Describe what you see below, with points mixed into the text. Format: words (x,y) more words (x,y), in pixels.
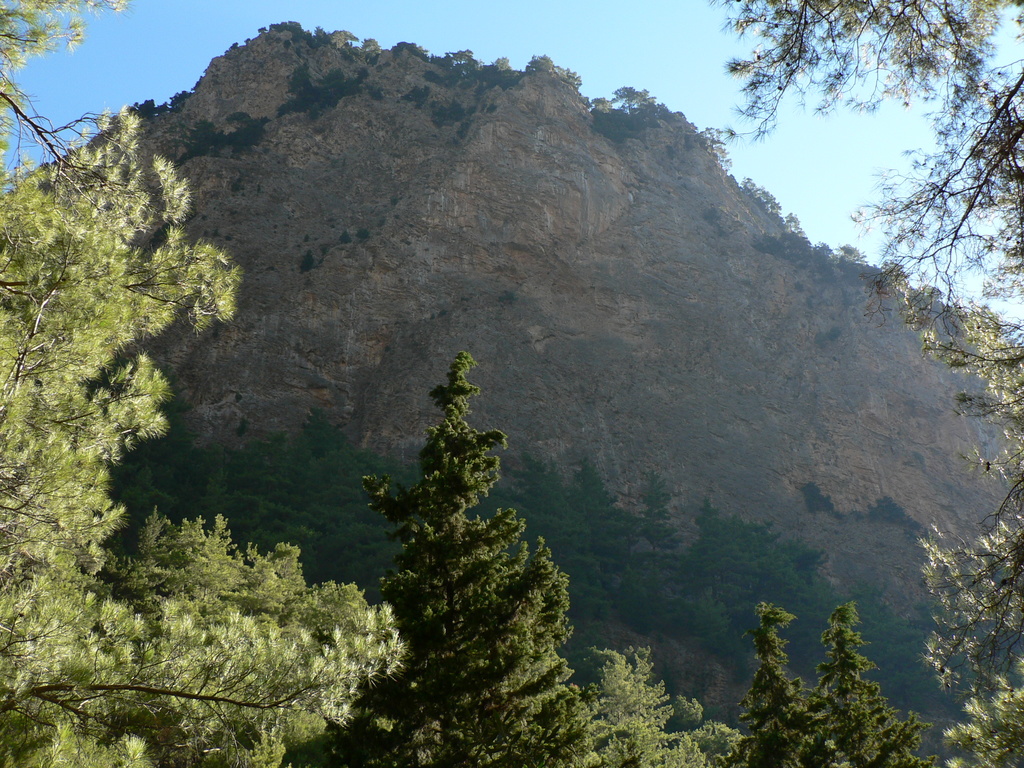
In this image I can see a mountain (396,305) and few green trees (801,43). The sky (771,167) is in blue color.
